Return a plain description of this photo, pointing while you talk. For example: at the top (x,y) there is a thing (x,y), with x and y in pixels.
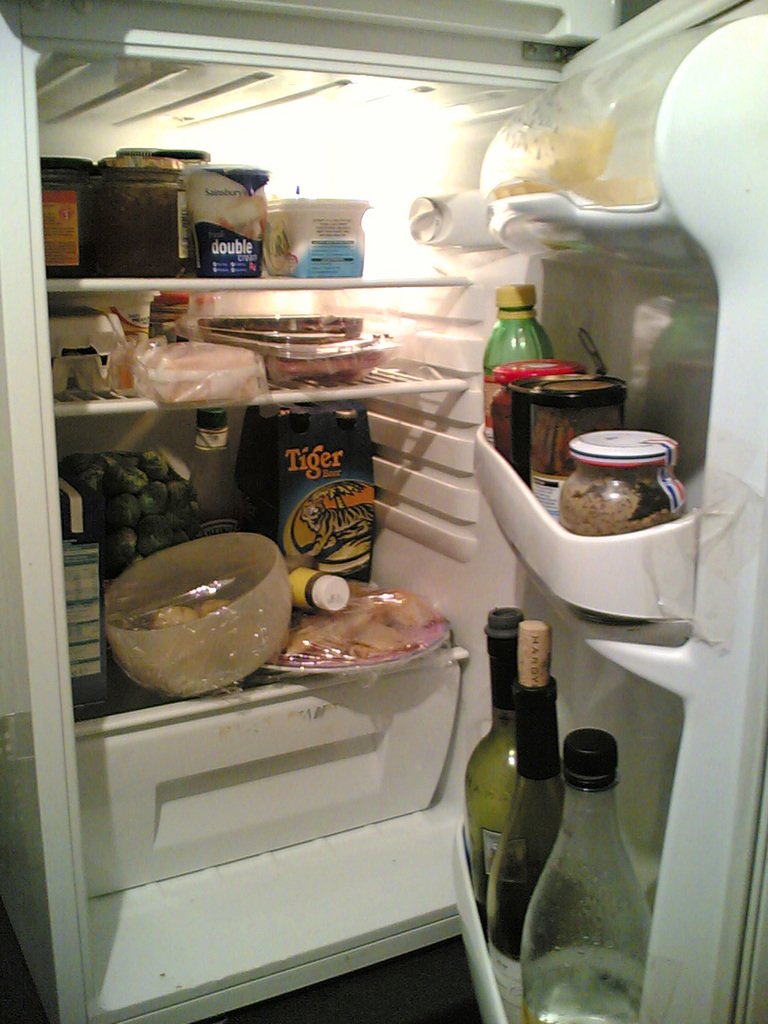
In this image I can see a refrigerator (474,429) with an opened door (722,253). I can see some food items (208,393) kept on different floors (258,673) of the refrigerator (298,738) and some bottles (539,740) in the door (730,246).
